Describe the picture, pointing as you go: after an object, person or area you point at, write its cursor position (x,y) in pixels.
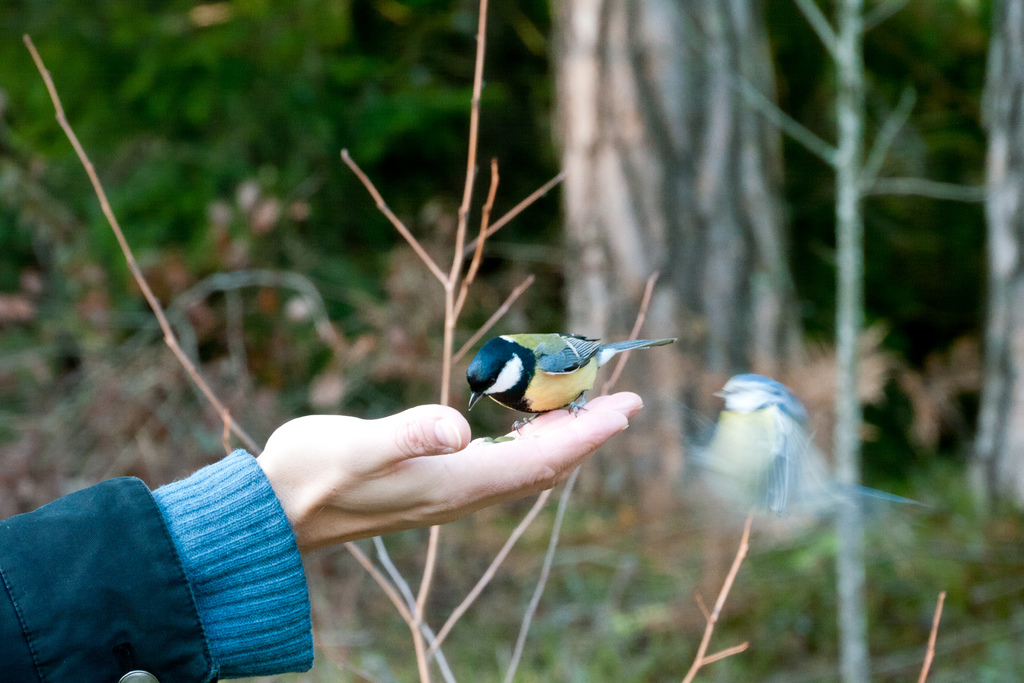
In this image we can see a bird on the person's hand (399,482) and there is another bird (731,382) flying in the air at the hand (454,447). In the background (474,344) we can see bare plants (852,655) and trees (854,283).
